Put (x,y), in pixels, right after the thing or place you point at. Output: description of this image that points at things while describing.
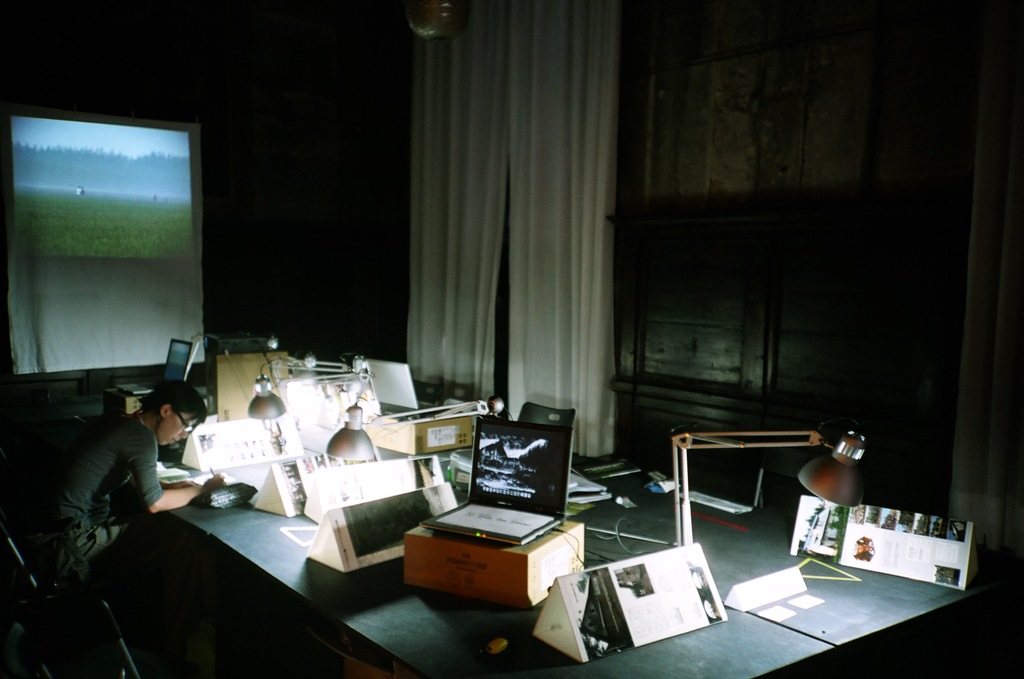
In this image we can see a man (93,512) is sitting and he is wearing t-shirt (114,488). In front of him one table (436,643) is there. On table (363,568) boxes (536,580), table light (686,529), laptop (536,489), files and Triangular shaped things (711,594) are present. Background of the image (87,262) curtain (535,210), cupboard (694,218) and screen (107,231) is present.
